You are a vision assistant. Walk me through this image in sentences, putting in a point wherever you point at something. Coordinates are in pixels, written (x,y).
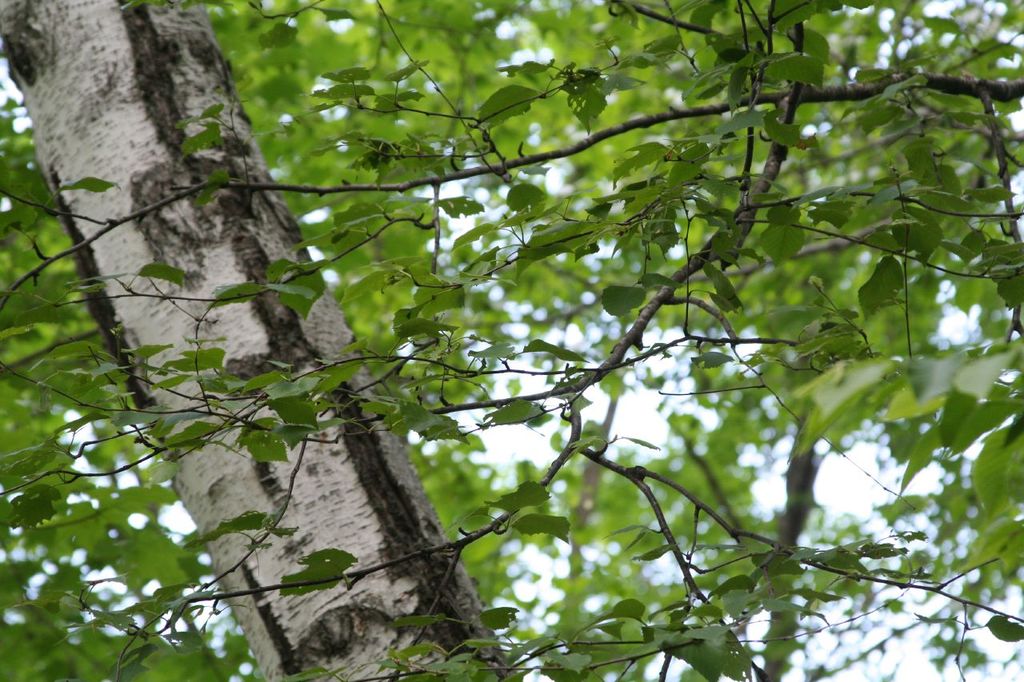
In the image there is a tree (273,230) and around the tree trunk (223,278) there are many branches (215,293).
